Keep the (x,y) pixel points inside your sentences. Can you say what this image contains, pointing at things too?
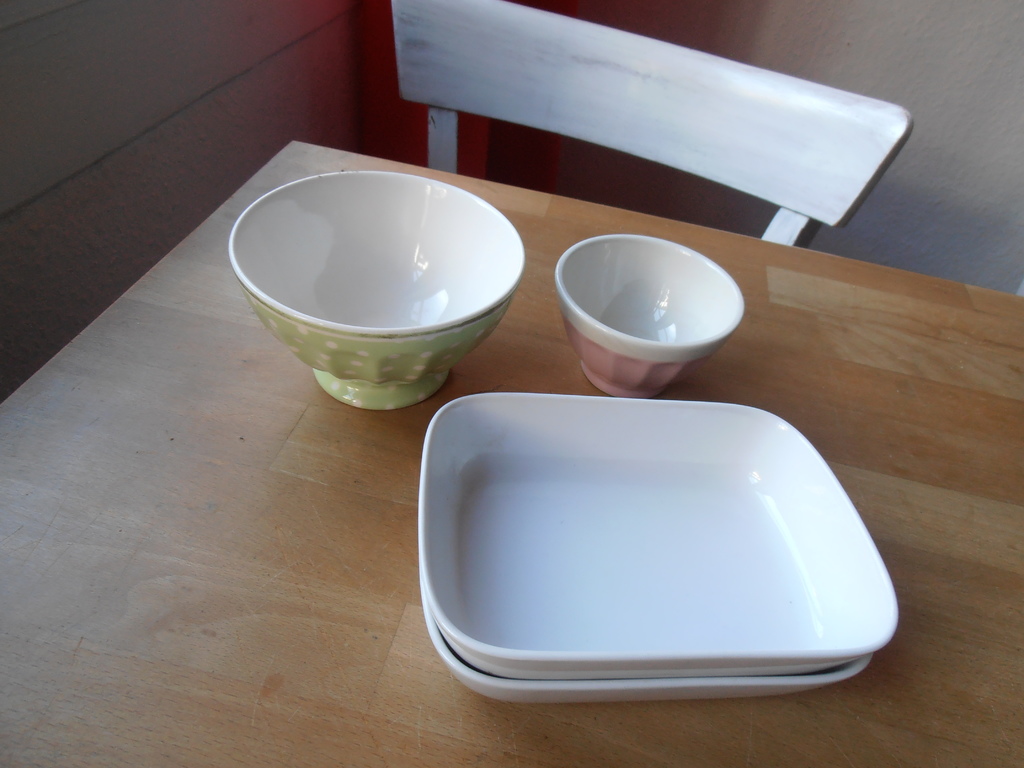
In this image there is a table (167,682) having plates (495,552) and bowls (470,312) on it. Behind the table (779,284) there is a chair (728,155). Background (988,228) there is a wall (822,23).
